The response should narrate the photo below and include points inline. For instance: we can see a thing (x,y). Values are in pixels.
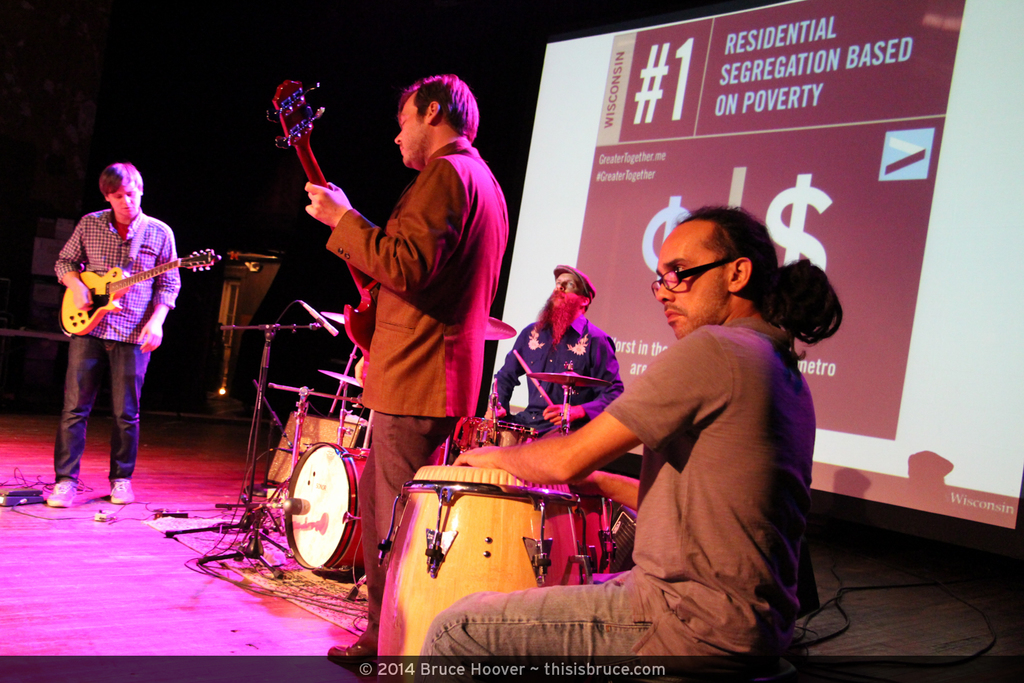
In the image we can see there are four people (376,317) two of them are standing and two of them are sitting. This is a musical band (633,409). This is a guitar (69,319) and a poster (764,172).
